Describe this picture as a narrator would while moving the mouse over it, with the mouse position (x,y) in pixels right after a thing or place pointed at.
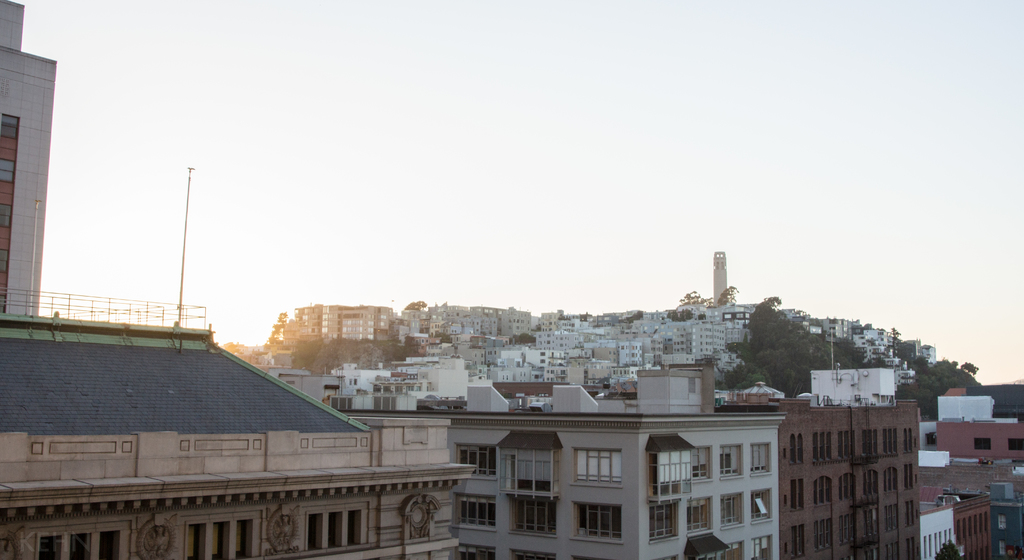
In this image, there are a few buildings (833,420). We can see some poles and trees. We can see the sky (525,295).
